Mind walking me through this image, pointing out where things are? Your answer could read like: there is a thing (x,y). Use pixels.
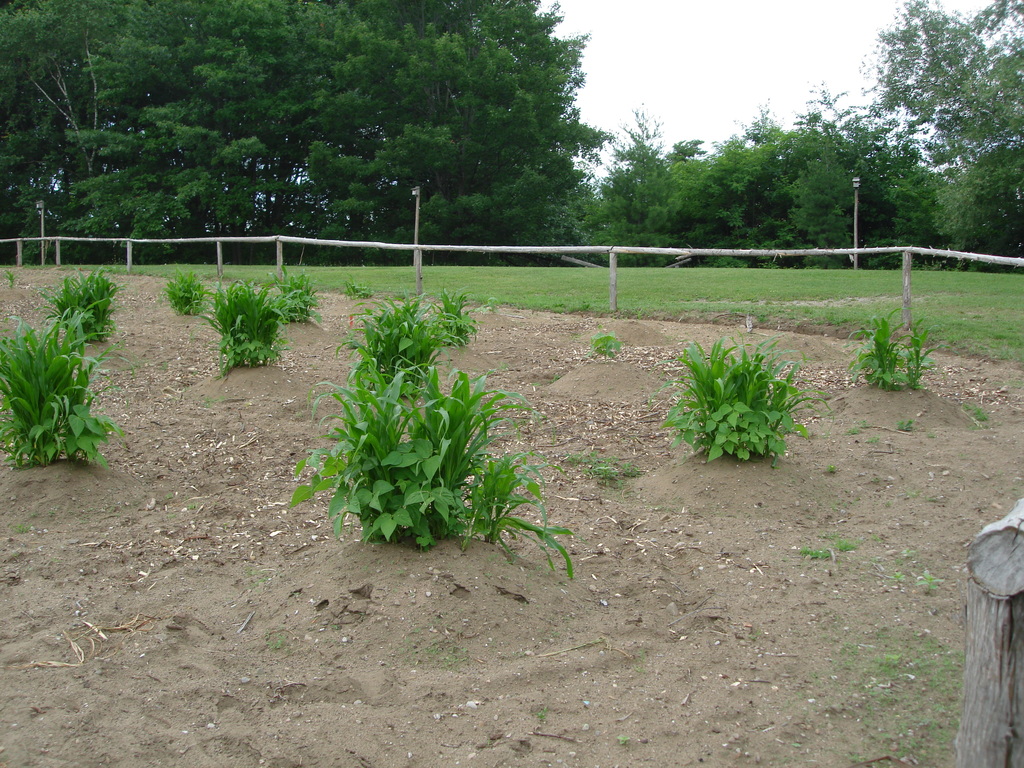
In this image we can see trees (646,219), poles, fence (360,246), shrubs (441,466) on the ground (730,500) and sky (815,72).
